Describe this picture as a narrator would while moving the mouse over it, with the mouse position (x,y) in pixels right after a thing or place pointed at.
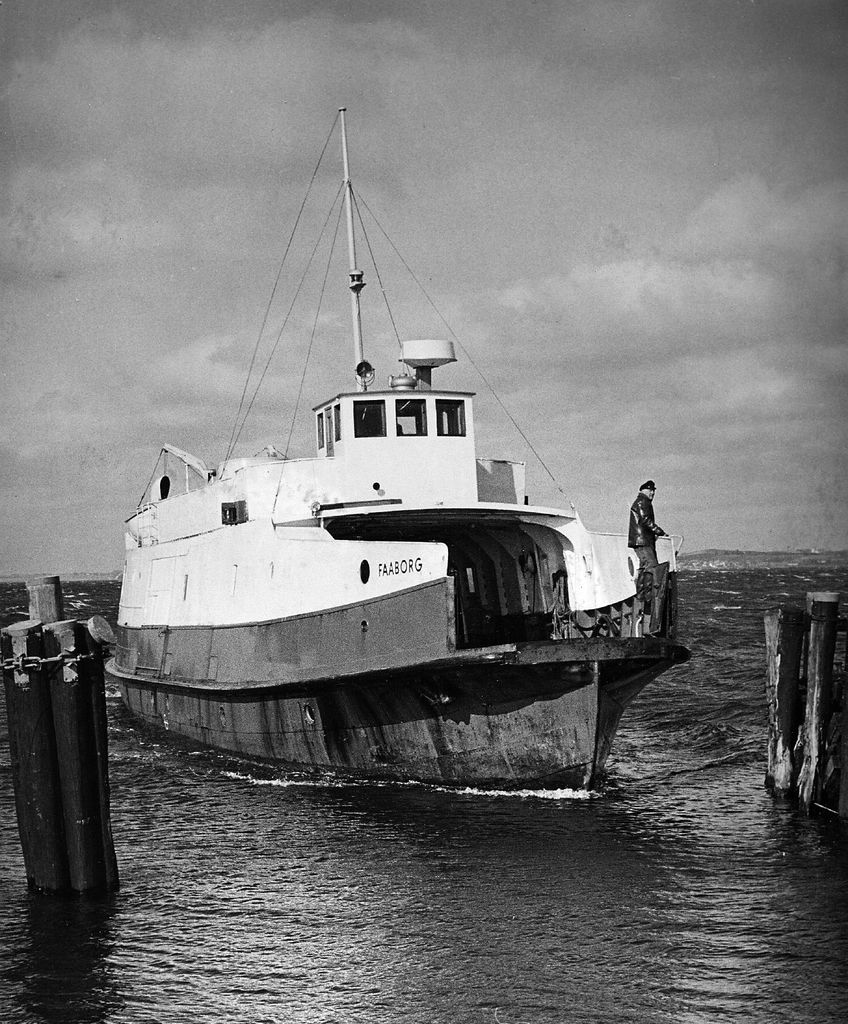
In the picture we can see a boat (345,632) and a person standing near the railing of a boat (414,649) and on the boat (257,591) we can see a pole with some wires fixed to it and the boat (172,530) in the water (184,957) and near to the boat (177,521) we can see some wooden sticks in the water (375,961) and in the background (504,358) we can see a sky (459,265) with clouds (459,272).
